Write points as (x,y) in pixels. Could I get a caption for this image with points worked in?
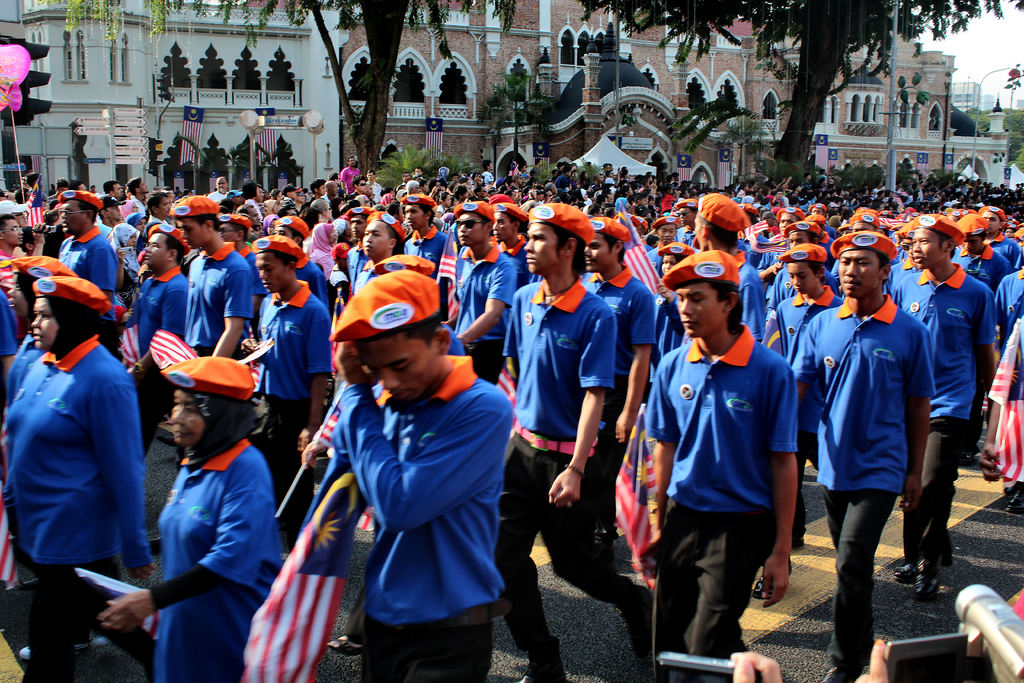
In this image I can see number of persons (556,411) wearing blue, orange and black colored dresses (534,451) are standing on the ground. I can see they are holding flags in their hands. I can see few trees (804,10), few buildings (450,89) and the sky (957,42) in the background (956,90).
